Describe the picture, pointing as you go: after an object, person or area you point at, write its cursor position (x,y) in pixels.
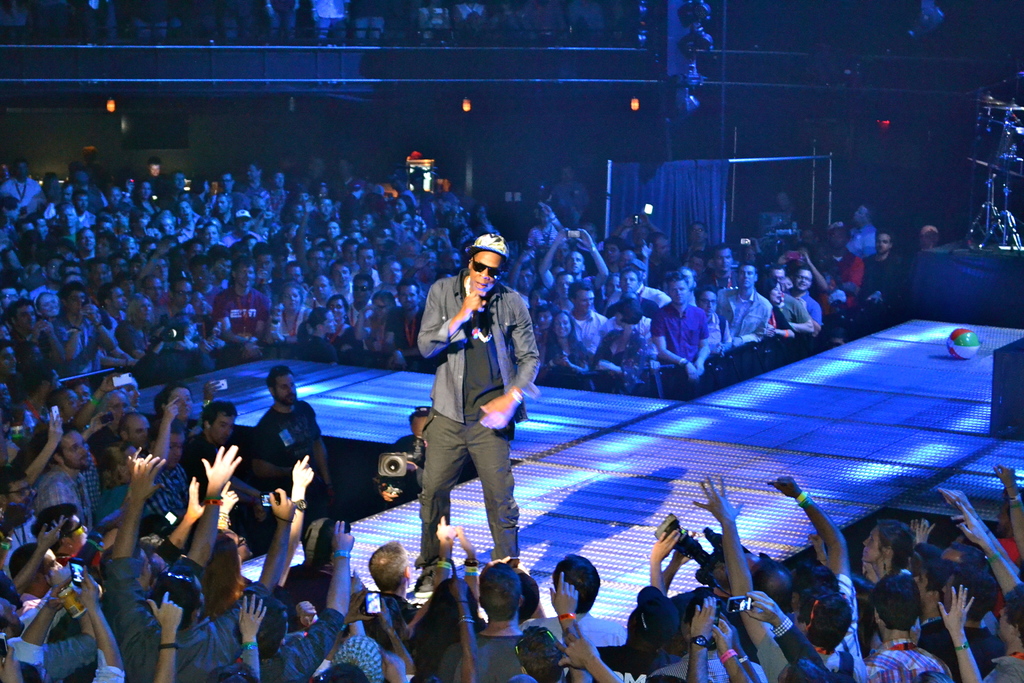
In the middle (441,451) a man (490,382) is standing and singing the song, many people (509,583) are raising their hands (343,553) at this person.
